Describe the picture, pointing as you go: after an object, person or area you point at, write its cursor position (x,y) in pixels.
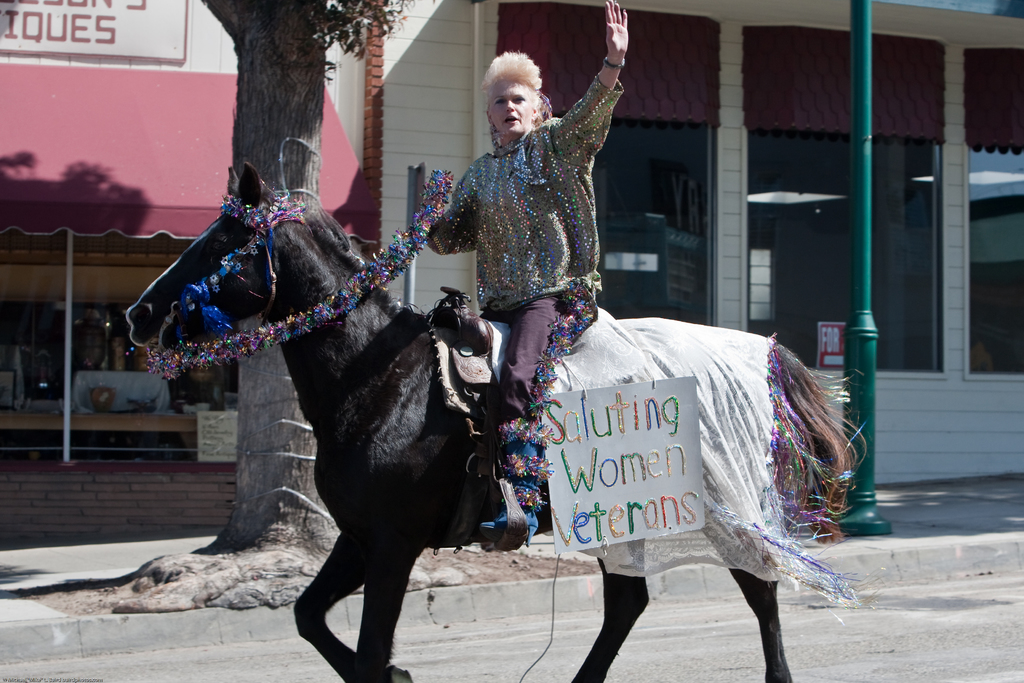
In this picture there is a lady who is sitting on the horse (306,385) at the center of the image (530,397) and there is a tree (293,410) at the left side of the image (244,389) and there is a shop (919,325) at the right side of the image (935,132).
